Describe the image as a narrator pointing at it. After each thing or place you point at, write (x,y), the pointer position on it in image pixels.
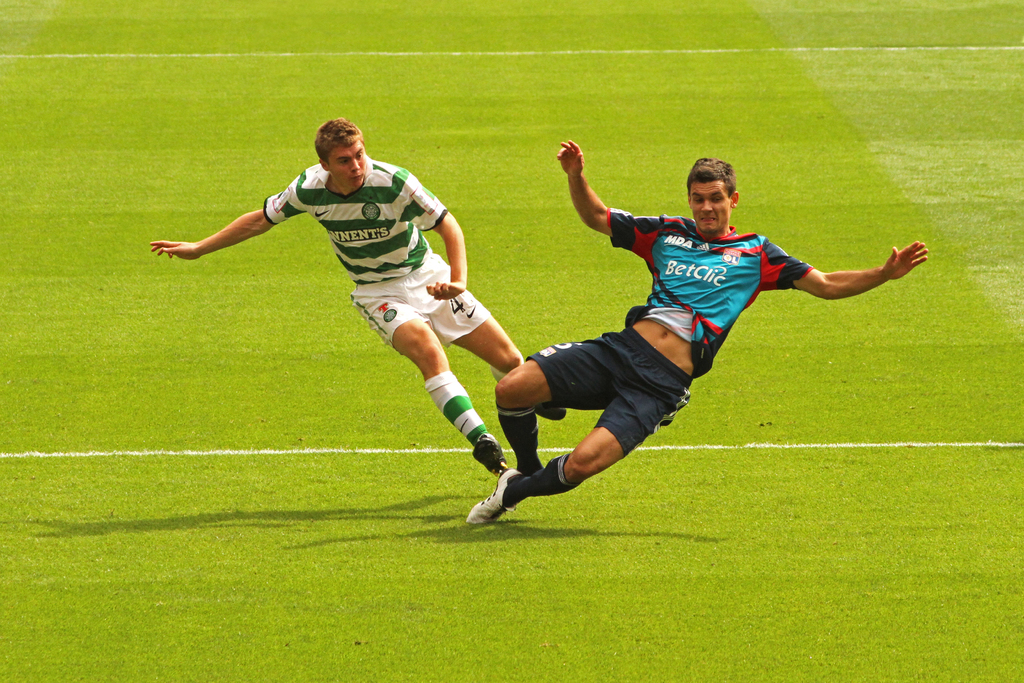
In this image I can see two people (587,400) with different color dresses (630,393). I can see two people (416,307) are on the ground (360,599).
